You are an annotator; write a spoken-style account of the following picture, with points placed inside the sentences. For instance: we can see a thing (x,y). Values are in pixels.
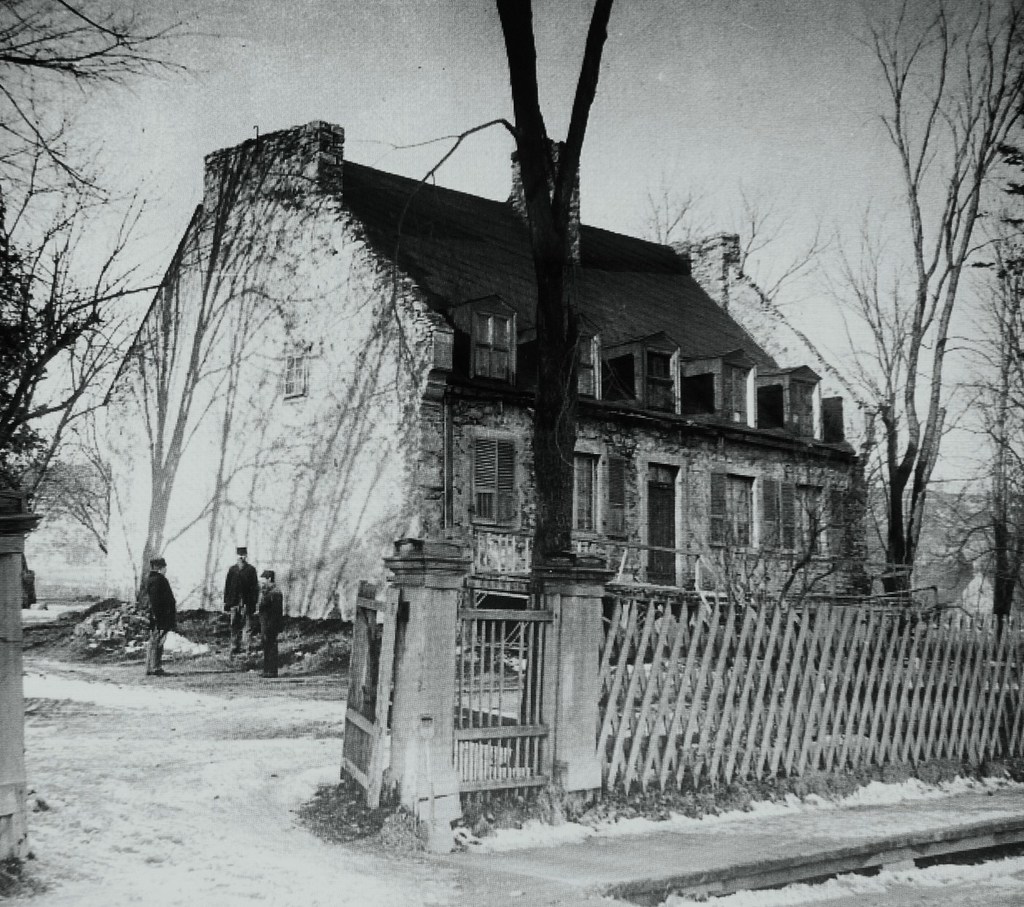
This is a black and white image. There is a house (430,437) in the middle (350,337). It has windows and doors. There is a gate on the left side (19,620). There are trees (61,339) in the middle (559,524). There is sky (137,33) at the top (199,135).
